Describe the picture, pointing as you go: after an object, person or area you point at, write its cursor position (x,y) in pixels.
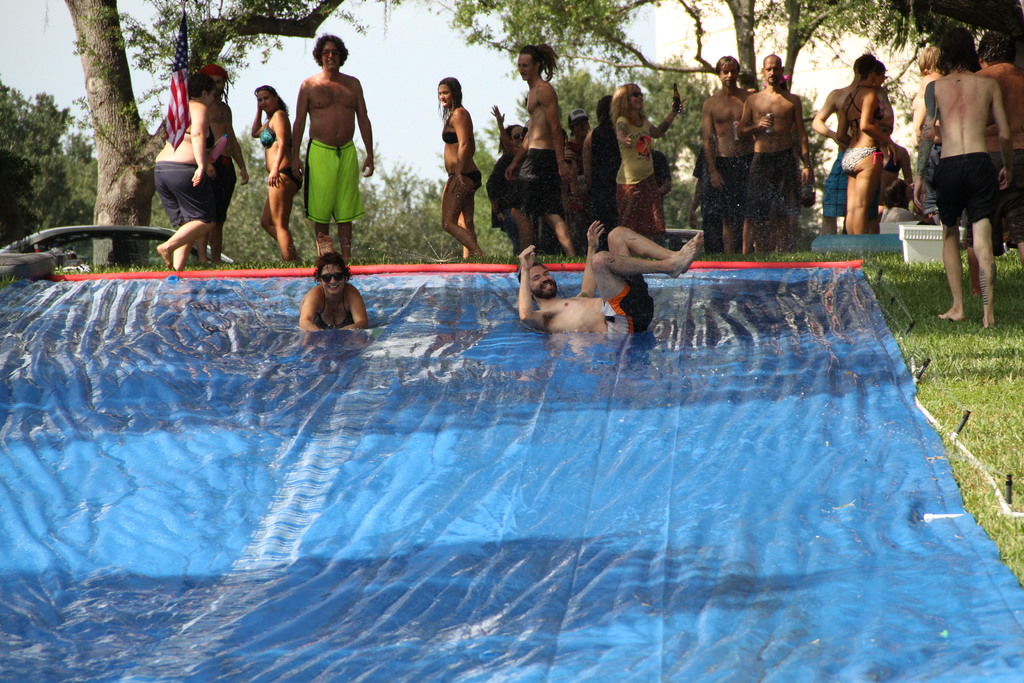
In the front of the image (287,422) there are people (215,140), blue sheet (361,431), water (199,640), grass (975,340) and objects (159,235). In the background of the image (436,33) there are trees (593,40) and sky (442,57).
